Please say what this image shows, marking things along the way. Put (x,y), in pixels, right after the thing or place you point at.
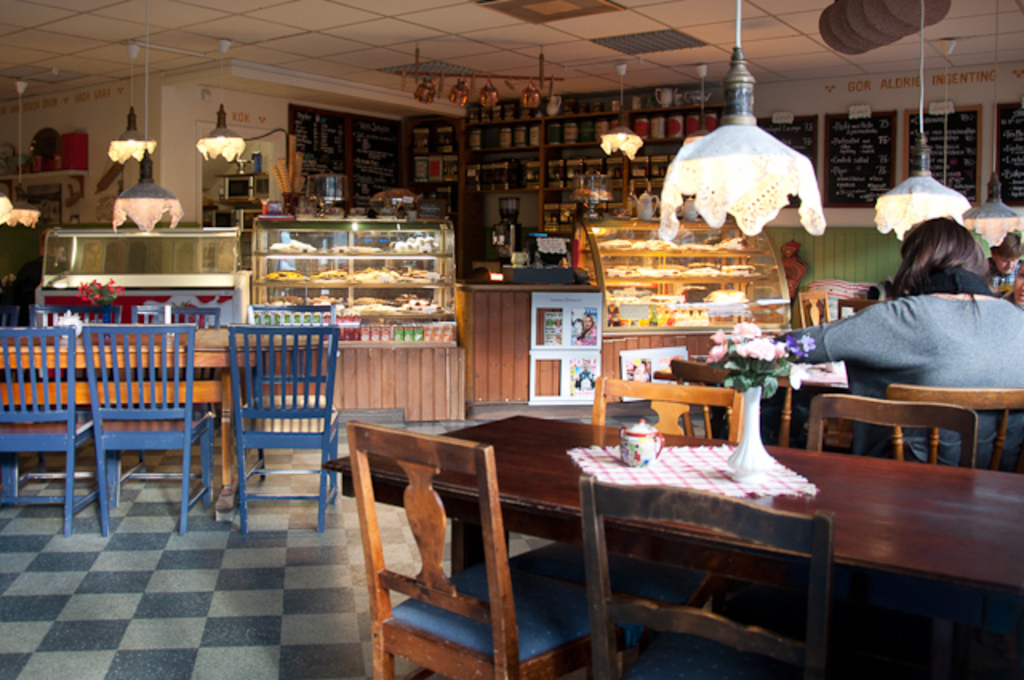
In the bakery (225,215) there are many food items (630,303) in the display cases (365,287). There are many tables (520,512) and chairs (530,564). To the front table (939,515) there is flower vase (744,443) and a cup (646,441) on it. We can also see lamps (724,162). there are many cupboards (543,160), many jars (550,173). To the right side (875,141) there are menu boards (953,140). To the right corner (949,307) a person (952,348) is sitting on the chair (979,394).
